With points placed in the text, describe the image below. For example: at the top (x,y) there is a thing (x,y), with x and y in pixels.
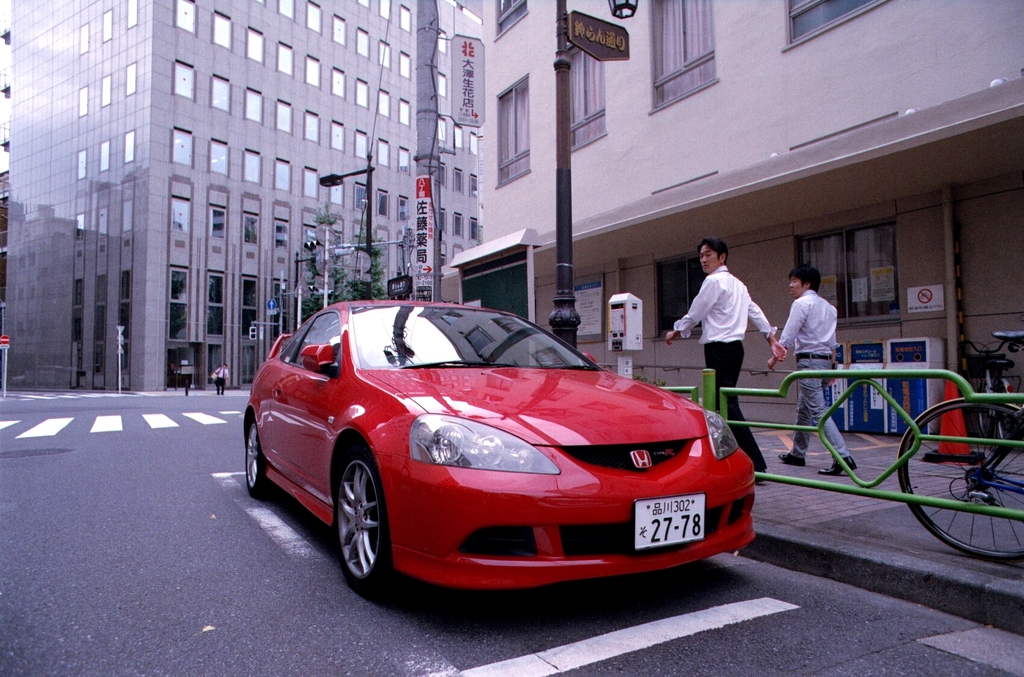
In this image there is a red color car (338,542) on the road (211,585). Right side (894,398) there is a fence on the pavement (874,527). Behind the fence (782,425) there is bicycle (993,467), few poles (567,310) attached with the boards (405,286) and street lights (555,322) are on the pavement (777,464). Right side (812,352) two persons (721,340) are walking on the pavement (814,442). Left side a person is walking. Background (200,363) there are few buildings (450,215).
